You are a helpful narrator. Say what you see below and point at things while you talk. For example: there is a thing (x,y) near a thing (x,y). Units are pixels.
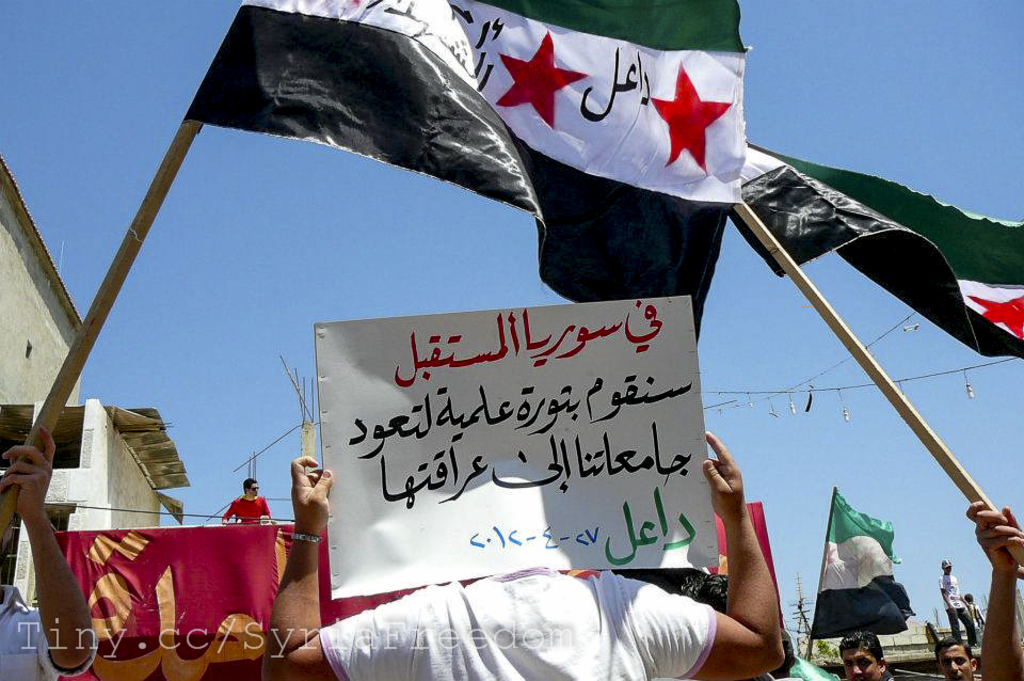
In the center of the image (497,338) we can see a person (478,670) is holding a board (639,498). At the bottom of the image (58,478) we can see some persons (82,620) are holding flags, some text (437,624), buildings (891,649), tower (804,611), wires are there. At the top of the image (332,197) sky (308,275) is there. In the middle of the image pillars (310,429), rods (304,392) are there.
